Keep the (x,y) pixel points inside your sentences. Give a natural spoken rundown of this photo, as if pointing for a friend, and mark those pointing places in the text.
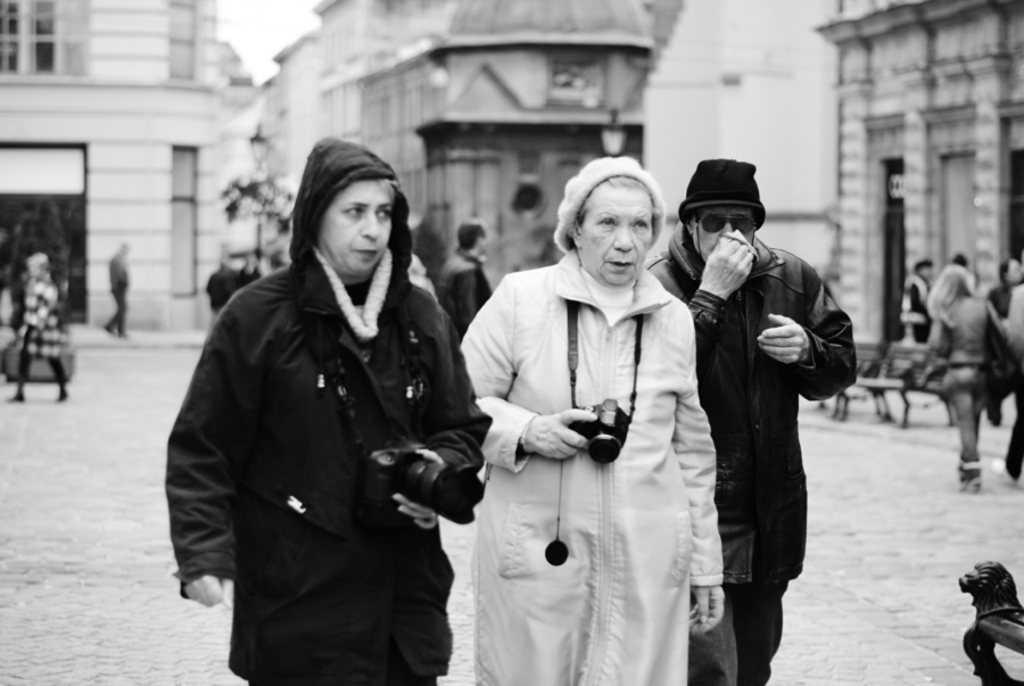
This is a black and white picture and this is clicked in the street (120,475), there are many people (222,389) walking on the road (995,450), in the front (589,373) two women (546,340) and men (831,334) walking with cameras (446,469) in their hands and in the back (212,210) there are buildings (308,145) all over the place.
